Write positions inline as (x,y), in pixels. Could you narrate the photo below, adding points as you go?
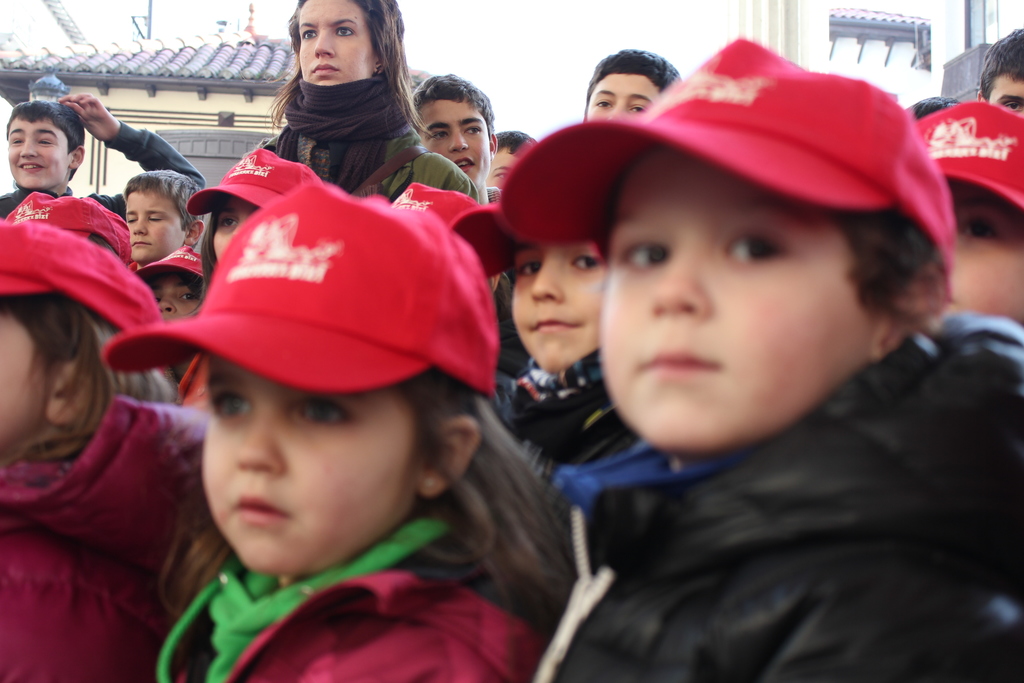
In this image there are group of people (471,175) standing, there are people (919,478) with hats (946,165), and in the background (928,88) there are houses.
